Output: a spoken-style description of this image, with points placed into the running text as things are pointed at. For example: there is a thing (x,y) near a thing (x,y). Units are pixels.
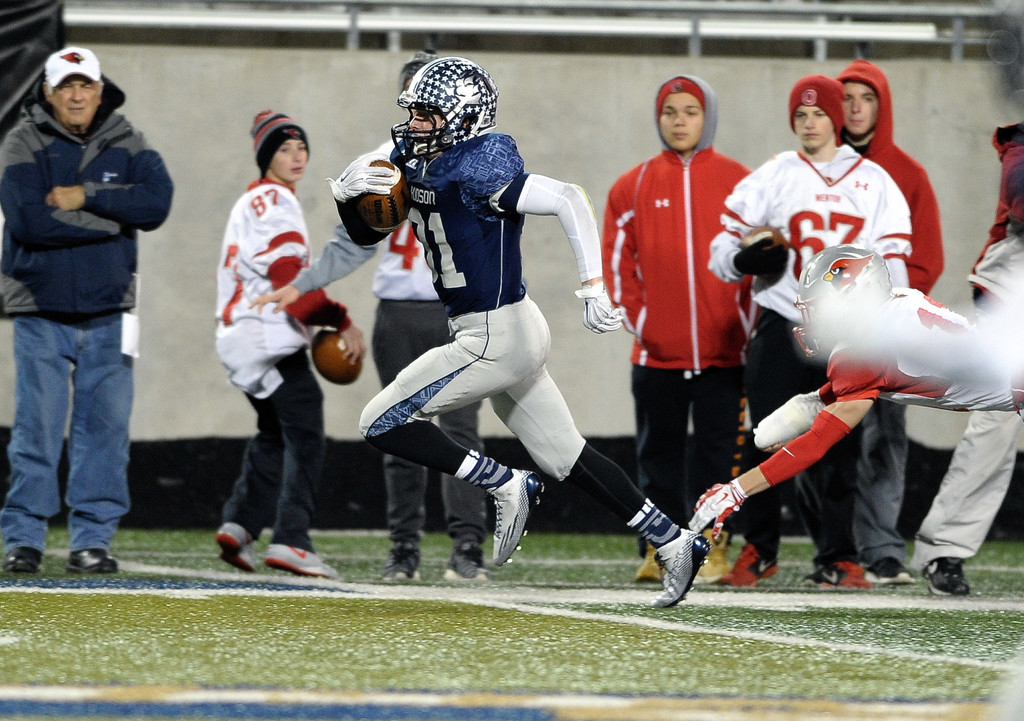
The man (497,204) in the middle of the picture (528,307) wearing blue T-shirt (462,240) and helmet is holding a football (404,199) in his hand (357,167). He is running. Behind him, we see a man (869,374) in red T-shirt (898,369) is running behind him. Beside them, we see people (288,189) are standing and they are watching them. The girl (276,219) in white T-shirt (245,312) is holding a football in her hand (356,353). In the background (253,59), we see a wall (370,103) and a black color sheet (56,28). This picture is clicked in the football field (600,586).
